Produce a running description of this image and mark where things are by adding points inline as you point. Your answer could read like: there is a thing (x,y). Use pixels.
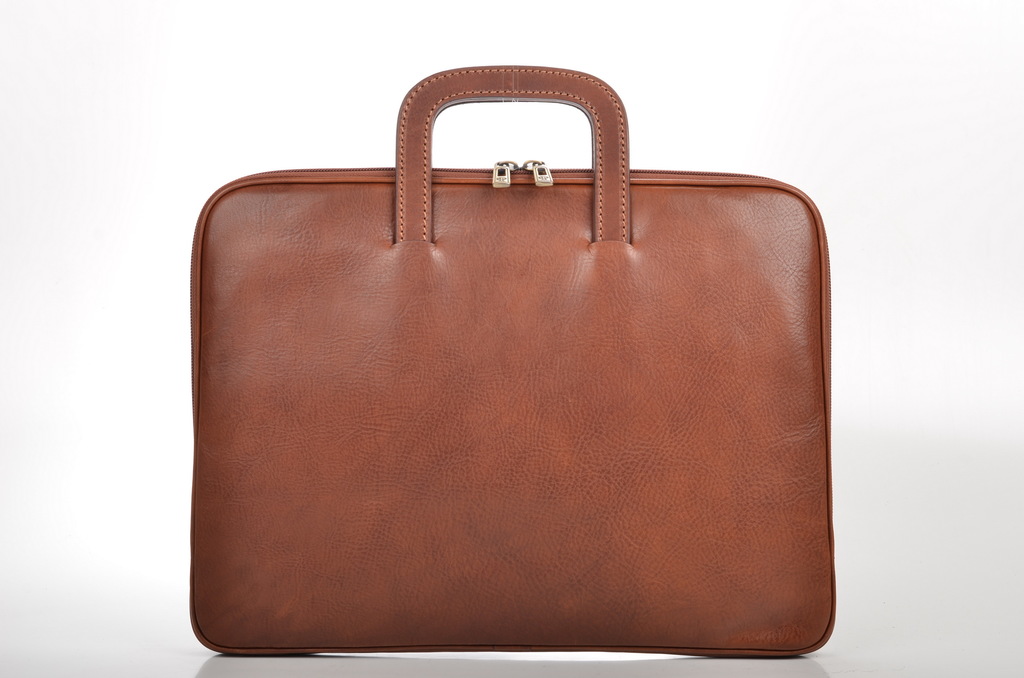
This is a image of a leather hand bag (773,219) or a bag (661,435) containing of 2 zips (495,187) and a holder (507,78).
